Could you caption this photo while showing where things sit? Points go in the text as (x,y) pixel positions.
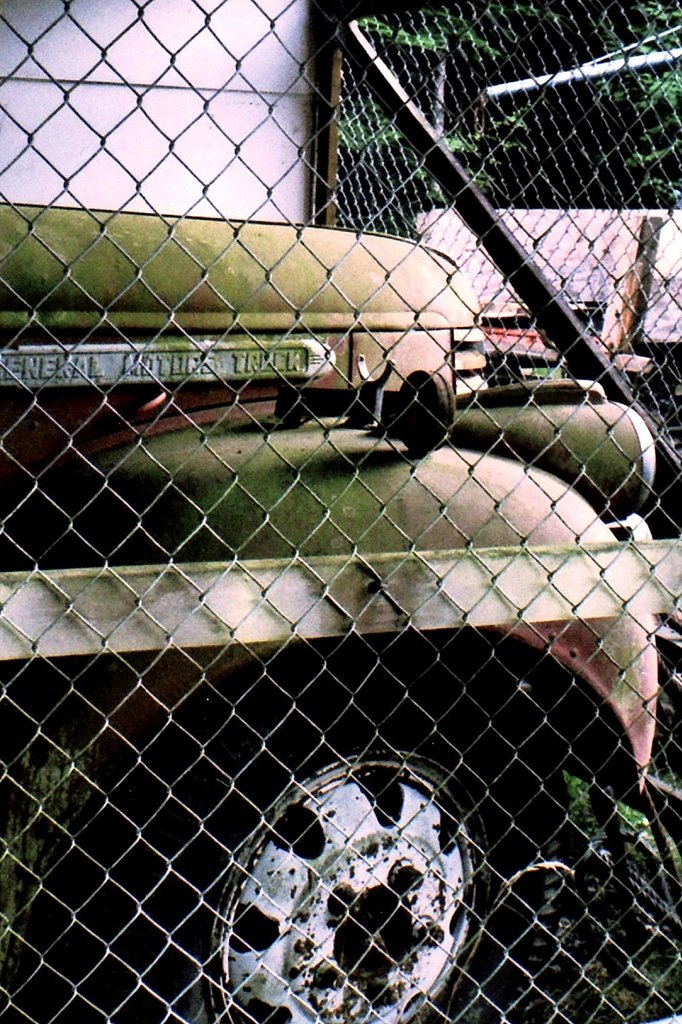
In this image we can see a motor vehicle (491,737) inside the mesh (372,218) and trees (518,173).
